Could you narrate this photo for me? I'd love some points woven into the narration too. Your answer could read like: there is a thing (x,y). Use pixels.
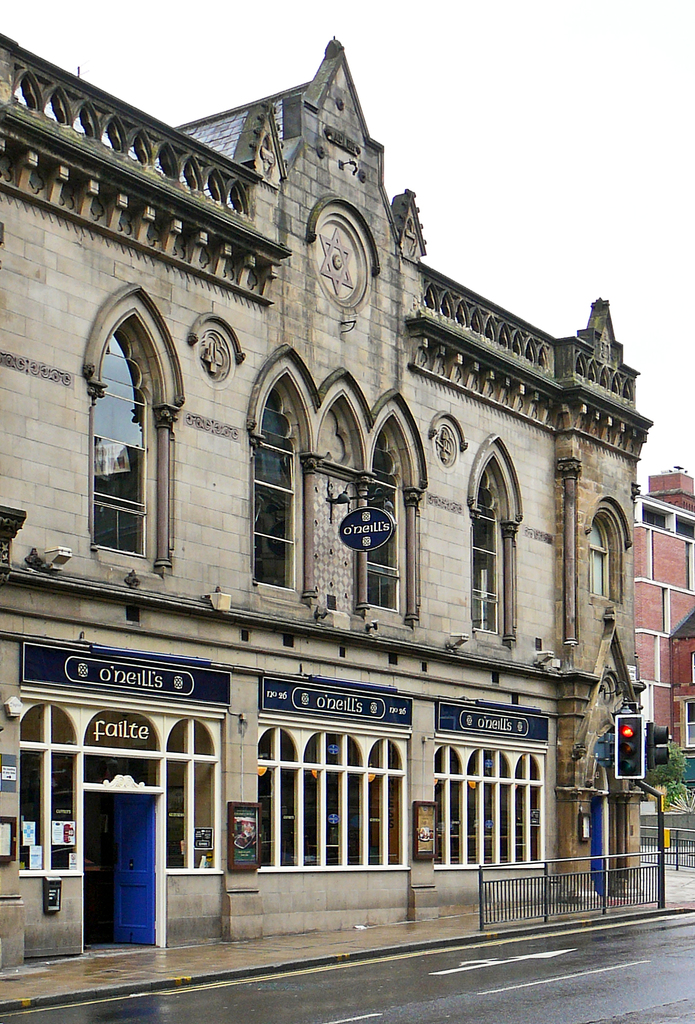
In this image, there are a few buildings (482,819). We can see some boards (60,650) with text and images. We can also see a pole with some lights (640,762). There are a few posts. We can see some plants (678,784) and the fence (643,873). We can see the ground (376,994) and the sky (670,41).
